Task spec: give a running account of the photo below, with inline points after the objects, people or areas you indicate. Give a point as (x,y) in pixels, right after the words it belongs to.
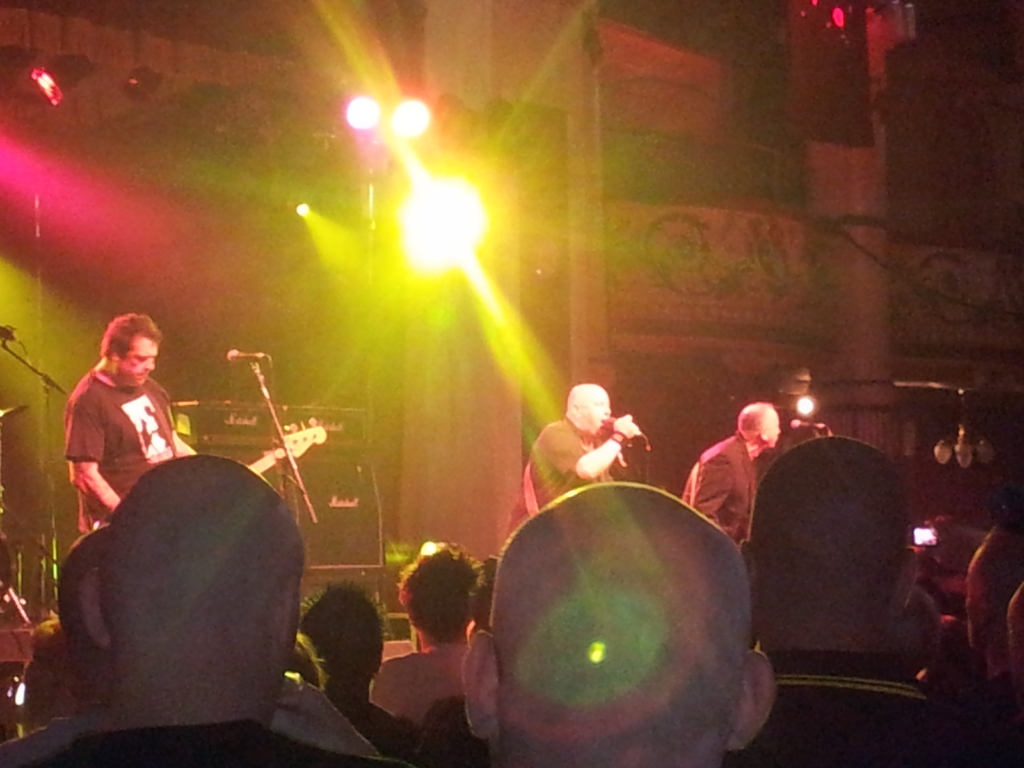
This image looks like it is clicked in a concert. In the front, there are three men (117,477) performing music. On the left (77,444), the man (67,450) wearing black T-shirt (114,441) is playing guitar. At the bottom (245,594), there is a huge crowd (220,549). In the background (174,40), there are lights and a building (818,232).
